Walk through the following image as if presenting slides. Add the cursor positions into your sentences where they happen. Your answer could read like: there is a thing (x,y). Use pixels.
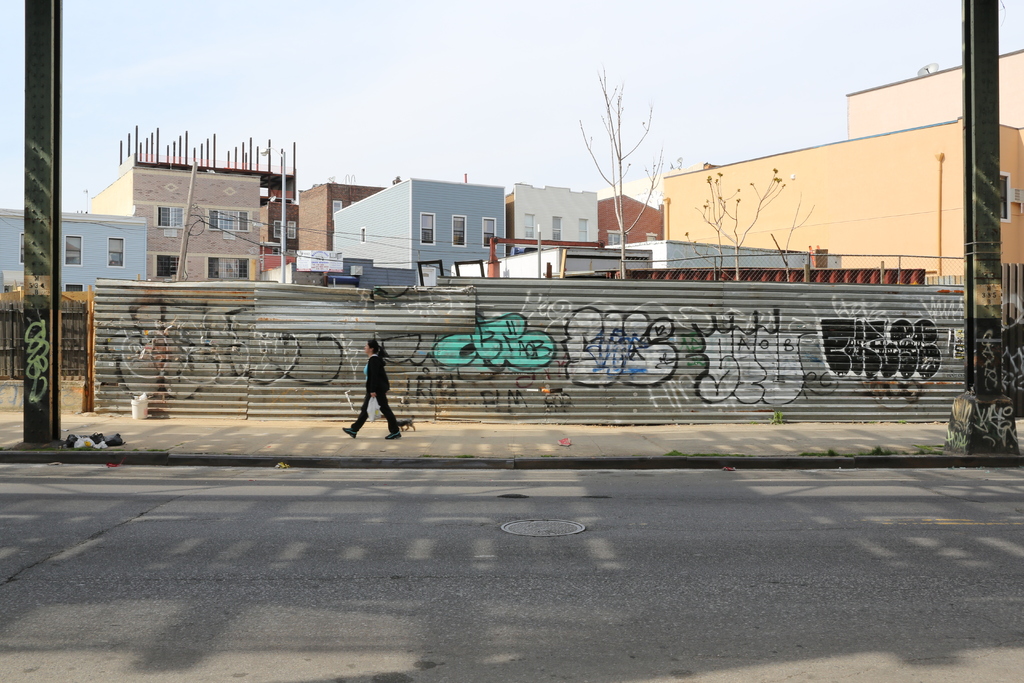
In the image there is a person (382,376) walking on foot path (361,456) on the side of the road (491,542) and behind her there is wall (317,339) with graffiti painting (483,327) on it followed by buildings (482,237) in the background (578,210) and above its sky (428,83).
